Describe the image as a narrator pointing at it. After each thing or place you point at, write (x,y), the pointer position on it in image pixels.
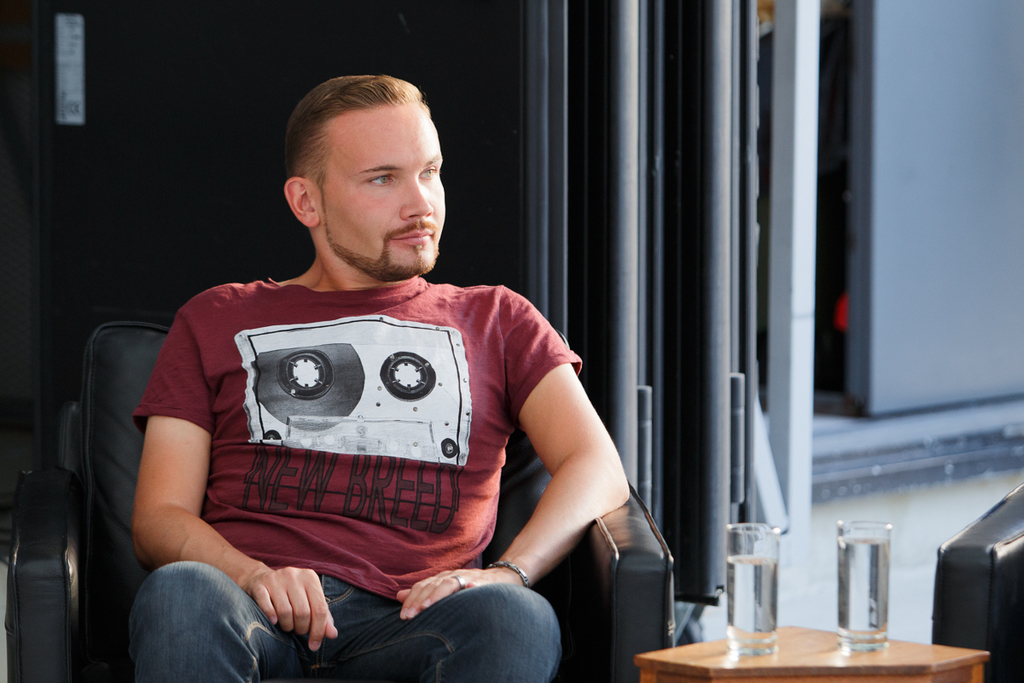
As we can see in the image there is a wall (923,188), man (294,513) sitting on chair (89,413) and a small table (669,668). On table (791,664) there are two glasses (736,581).
